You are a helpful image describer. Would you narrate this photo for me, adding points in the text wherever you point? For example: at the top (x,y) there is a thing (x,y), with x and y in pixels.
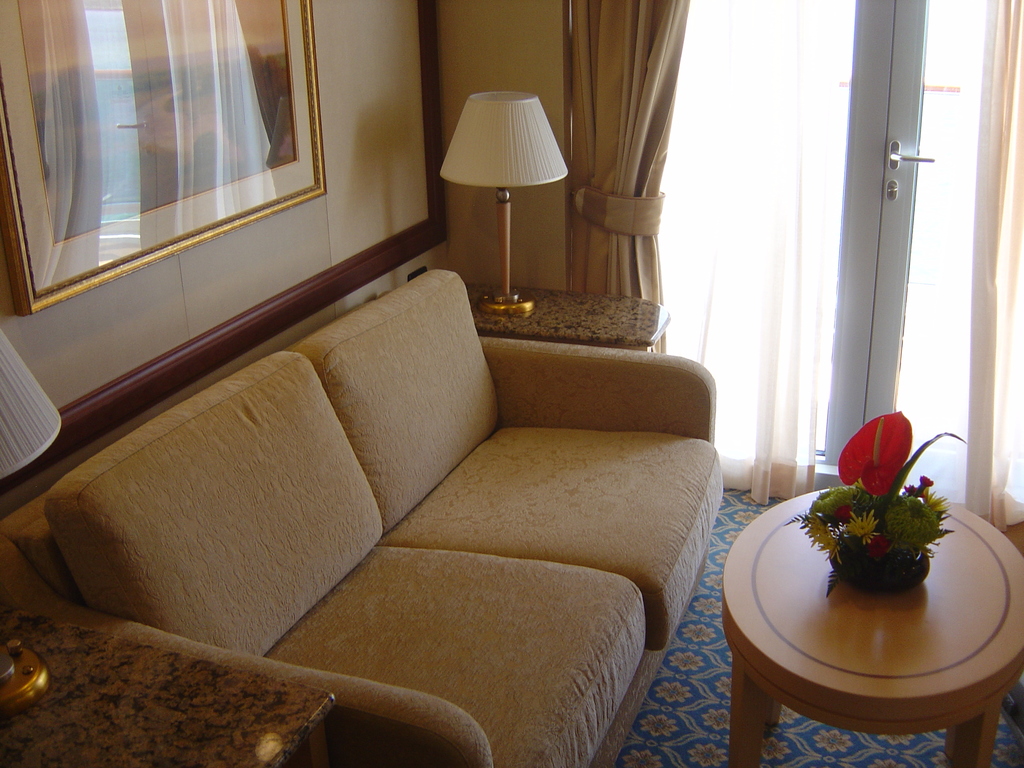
In this picture there is brown sofa (537,507) and a center table (835,598), there is a flower pot (911,486) on top of it. In the background (980,318) we observe a glass door (952,276), curtain (643,258) and a lamp (498,159). There is a painting (204,213) attached to the wall (97,343).
